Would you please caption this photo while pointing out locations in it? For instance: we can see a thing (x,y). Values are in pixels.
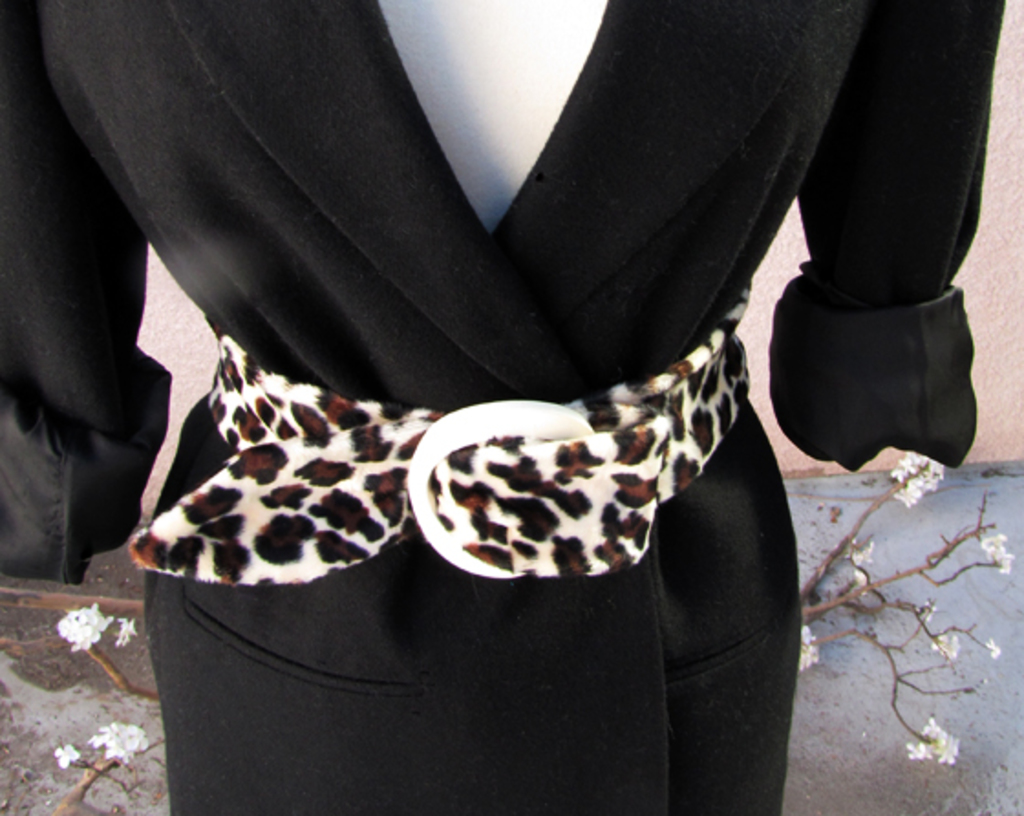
In this image we can see a mannequin (466,137) with a dress (392,210). In the back (128,678) there are branches (112,679) with flowers (804,648).
